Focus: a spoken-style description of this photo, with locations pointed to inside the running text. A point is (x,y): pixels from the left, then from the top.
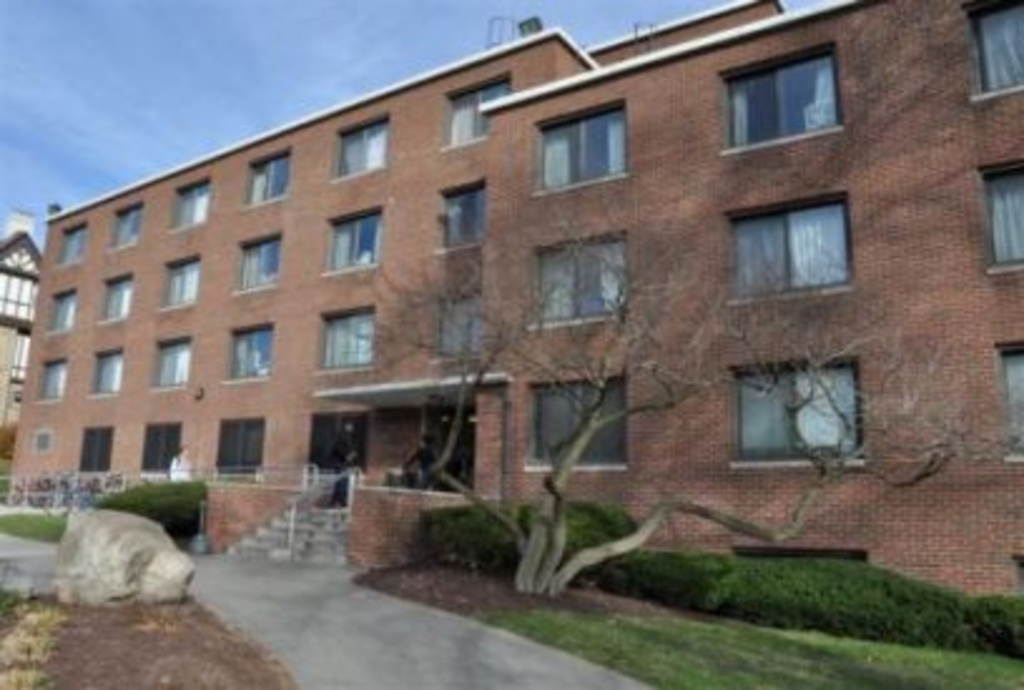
As we can see in the image there are buildings (379,188), trees (644,296), plants (649,553), grass (739,662), rock (177,596), stairs (268,549), windows (266,281) and sky (222,89).
